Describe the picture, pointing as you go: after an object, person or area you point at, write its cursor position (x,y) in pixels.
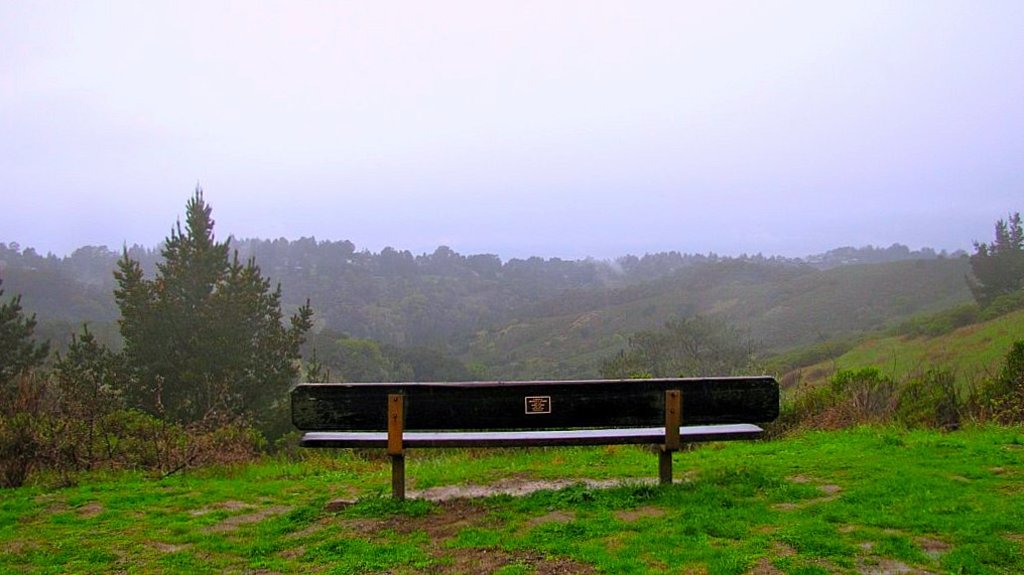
In this picture we can see a bench (668,466), grass (678,489) on the ground (714,492) and in the background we can see trees (696,310), sky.
